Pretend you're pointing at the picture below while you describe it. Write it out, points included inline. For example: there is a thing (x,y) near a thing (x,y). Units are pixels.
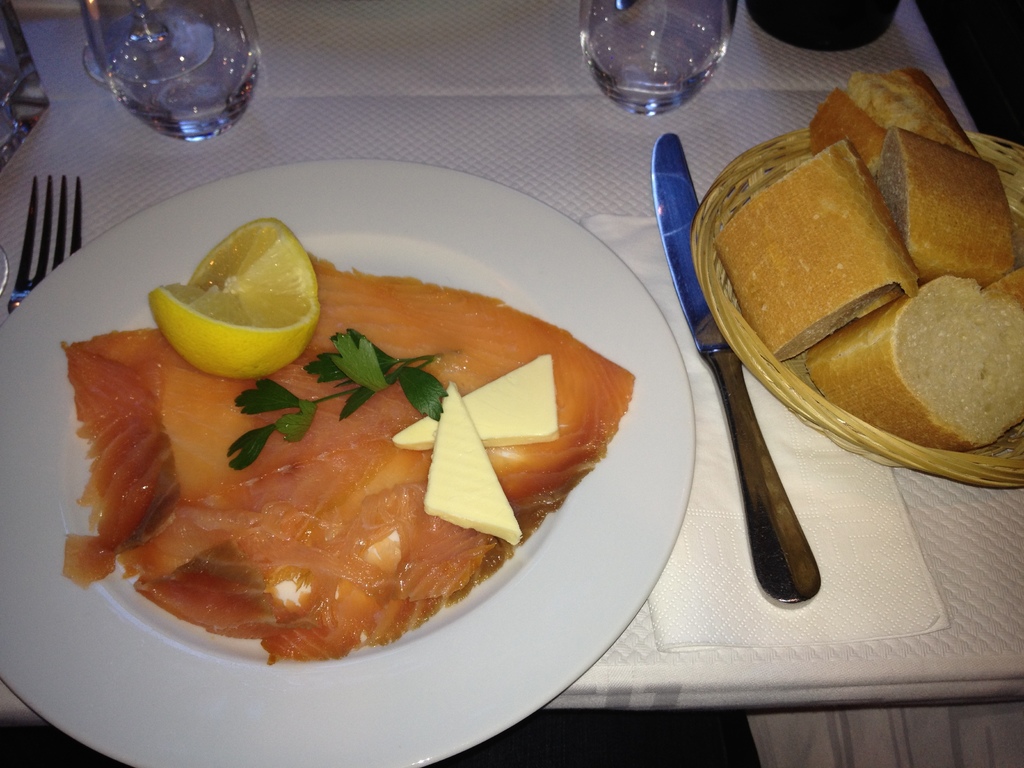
In this image there is a table (813,669), on that table (783,660) there is a plate (600,473), in that plate (584,527) there is a food item (303,521), beside the plate (421,178) there is a knife (736,424) and fork (44,235) and there are two glasses (620,43).
